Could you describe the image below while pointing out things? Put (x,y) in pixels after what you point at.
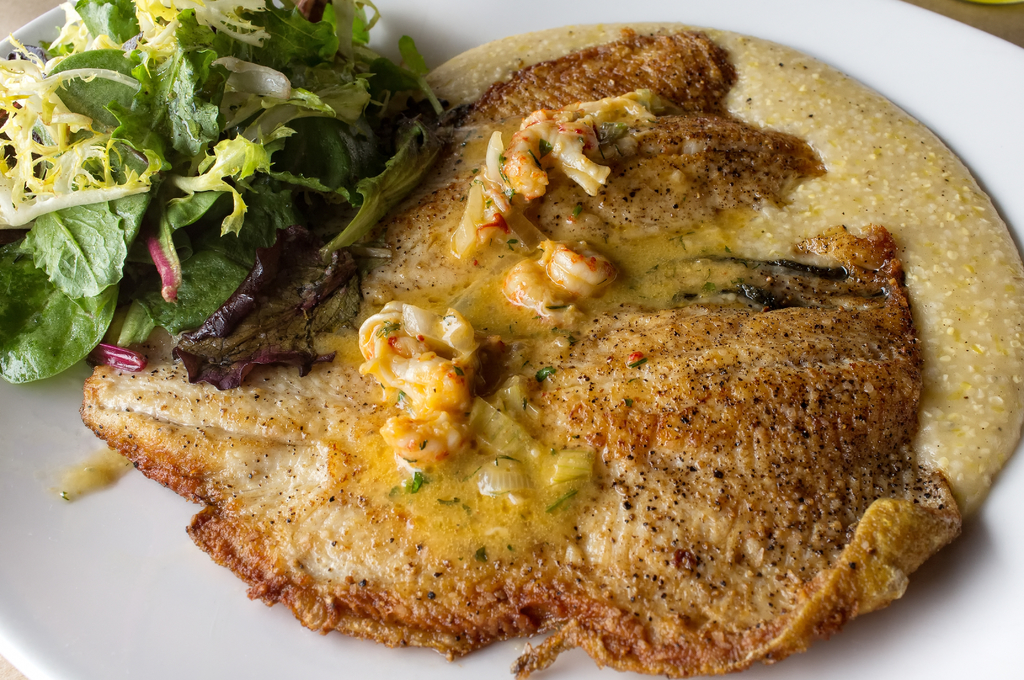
In this image we can see some food (575,478) containing fish (457,505) and some leafy vegetables (142,295) in a plate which is placed on the surface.
